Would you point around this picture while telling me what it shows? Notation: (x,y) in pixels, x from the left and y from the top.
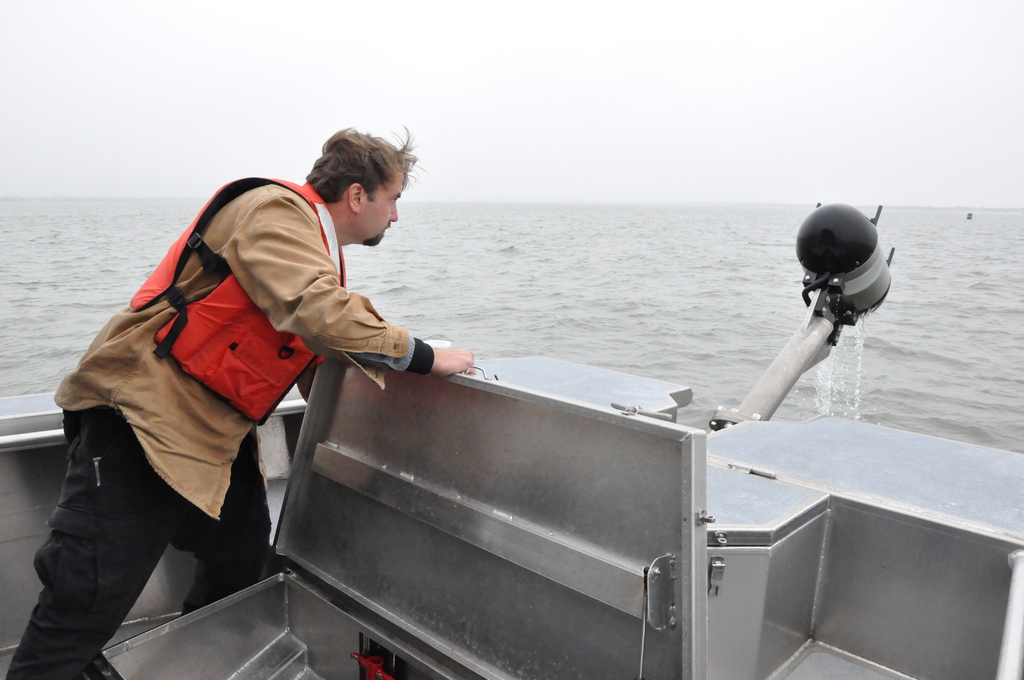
There a boat (383,445) moving on the water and a person (356,352) is standing in the boat (480,375), he is watching something.
